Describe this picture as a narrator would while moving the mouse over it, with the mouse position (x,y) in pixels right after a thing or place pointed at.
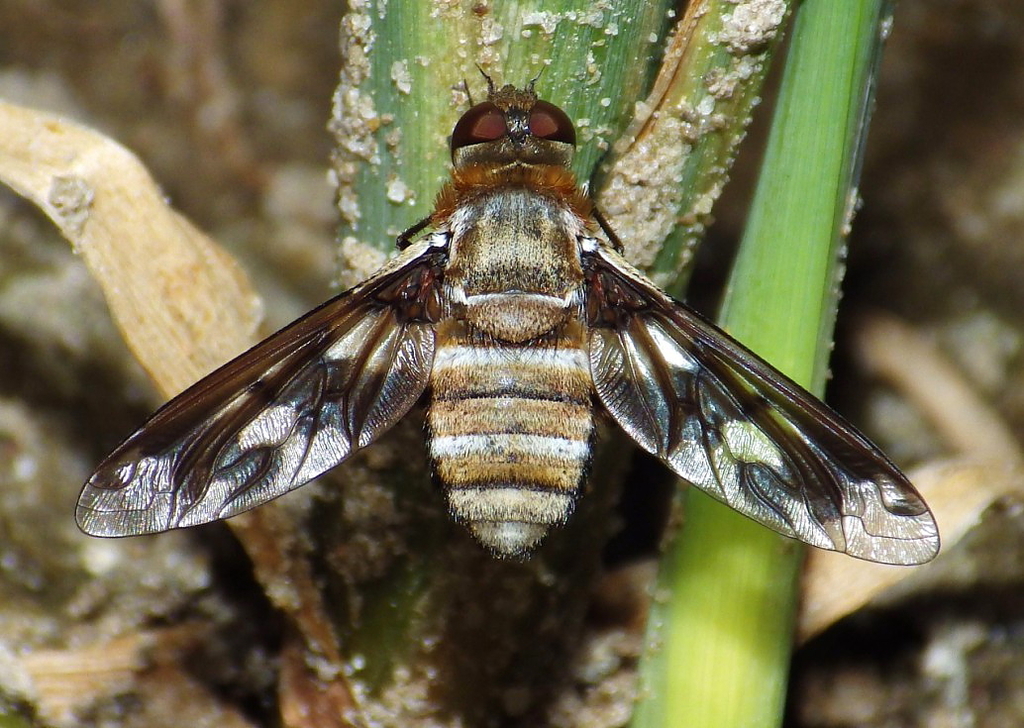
This image is taken outdoors. At the bottom of the image (510,621) there is a ground (801,661). In the middle of the image (677,256) there is a plant (582,151) and there is a fly (572,405) on the plant (609,116).
